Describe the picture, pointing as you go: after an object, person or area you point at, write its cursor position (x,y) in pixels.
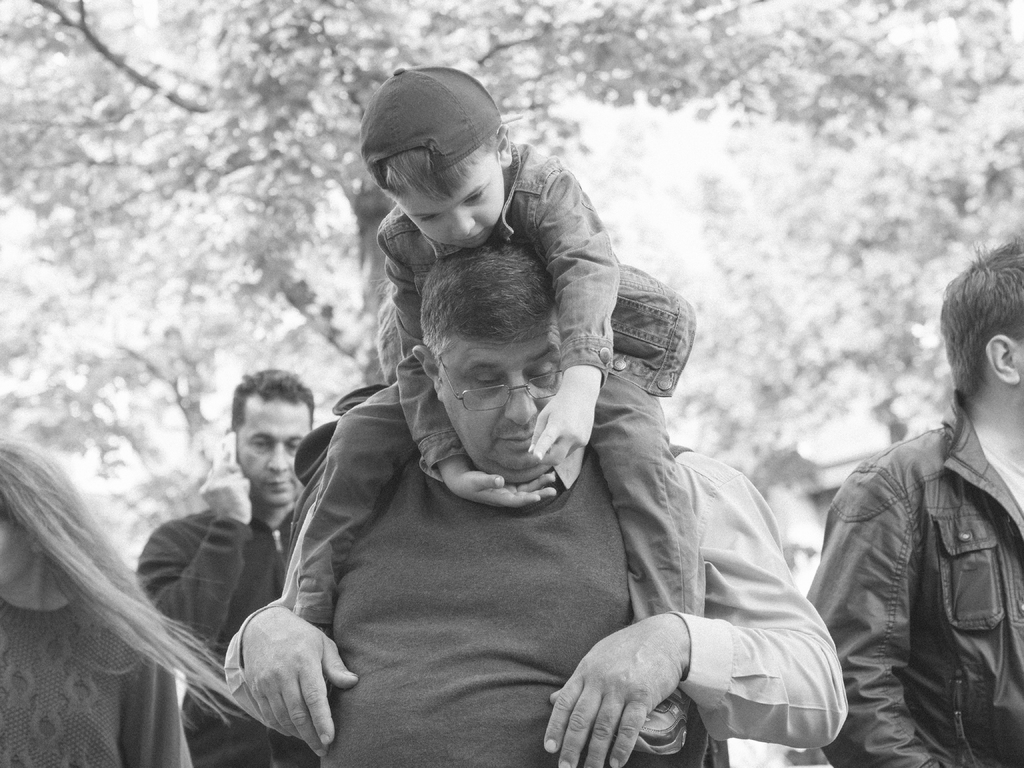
This image is a black and white image. This is taken outdoors. In the background (227,338) there are a few trees (364,243). In the middle of the image (482,335) there is a man (513,408) and there is a kid (442,207) with him. On the left (114,610) and right sides of the image there are a few people (214,545).
